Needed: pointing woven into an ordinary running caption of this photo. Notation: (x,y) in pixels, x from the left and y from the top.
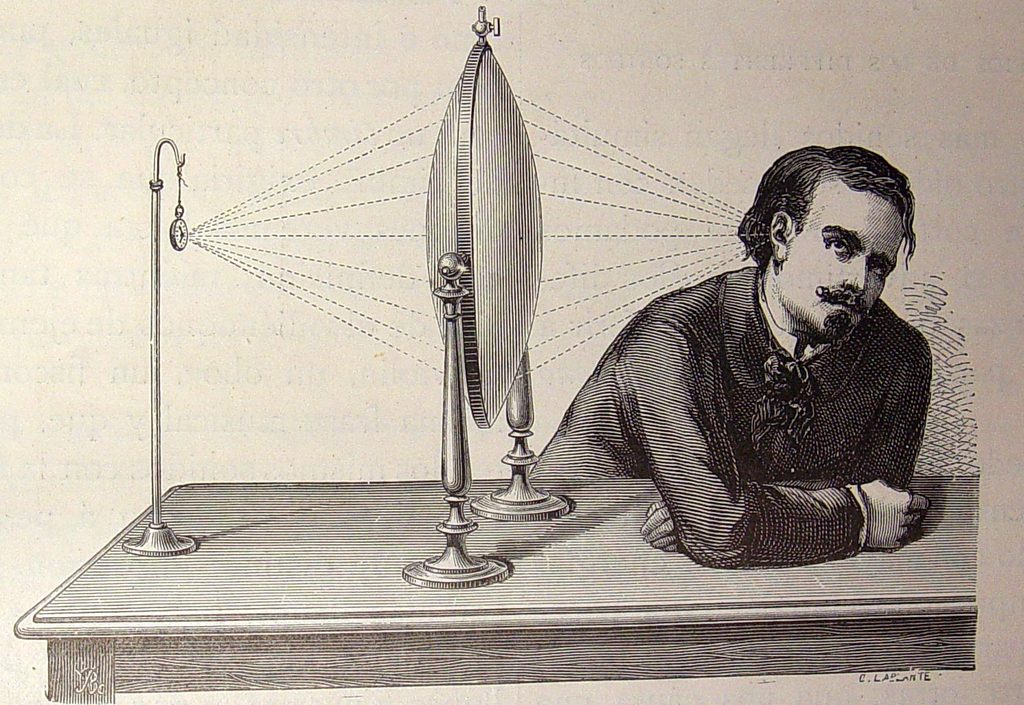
In the picture I can see a man (882,308) on the right side (692,534). I can see the waves traveling machine equipment (531,310) on the wooden table (545,593).
